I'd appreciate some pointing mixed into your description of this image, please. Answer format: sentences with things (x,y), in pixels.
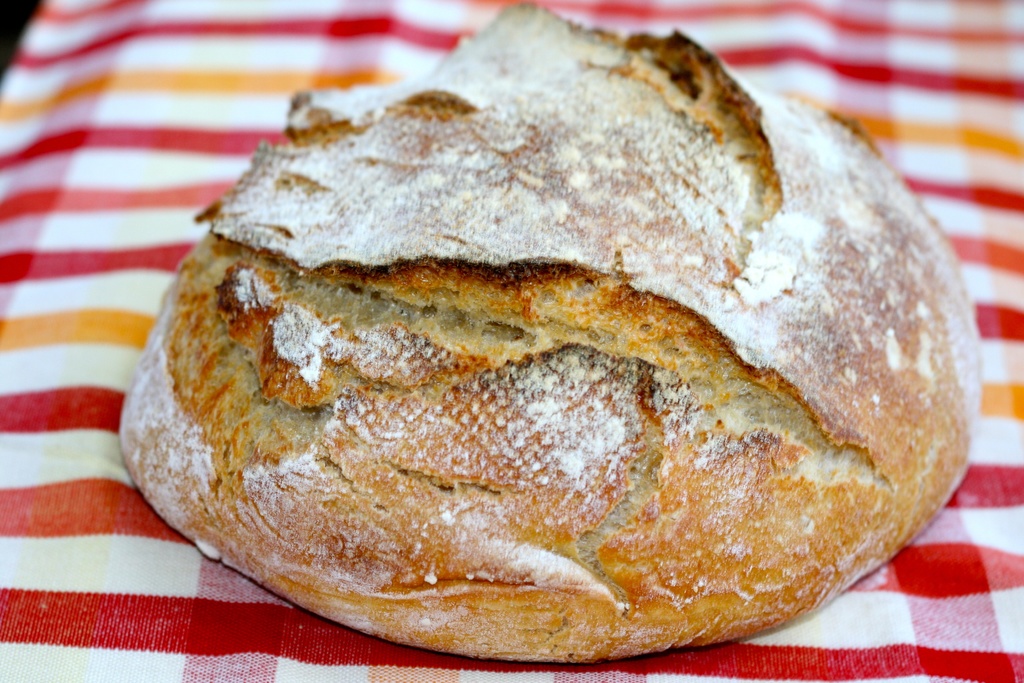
Here we can see a food item (504,231) on a cloth (789,26) and there is some white powder (529,102) on the food (388,294).
